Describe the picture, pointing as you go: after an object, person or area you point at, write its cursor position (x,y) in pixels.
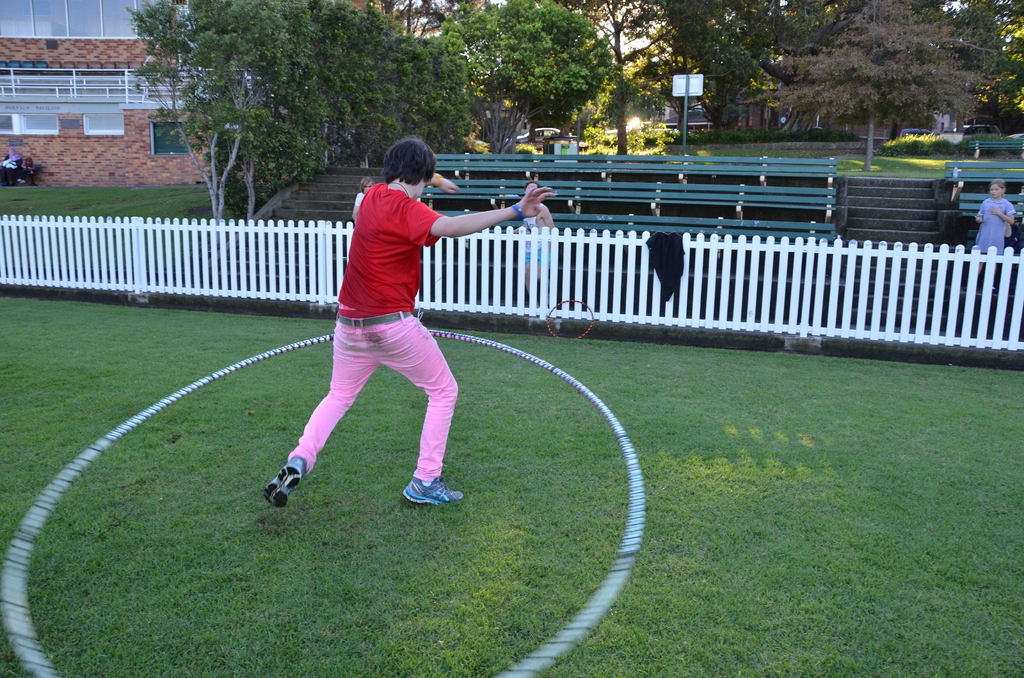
In the picture I can see a person (367,247) wearing red T-shirt (396,284), pink pant (348,389) and shoes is standing on the grass (544,594). Here we can see the white color fence (498,307), two persons (540,233) standing here, we can see wooden benches (452,196), the wall (47,143), trees (977,66), board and house (73,48) in the background (194,114).
